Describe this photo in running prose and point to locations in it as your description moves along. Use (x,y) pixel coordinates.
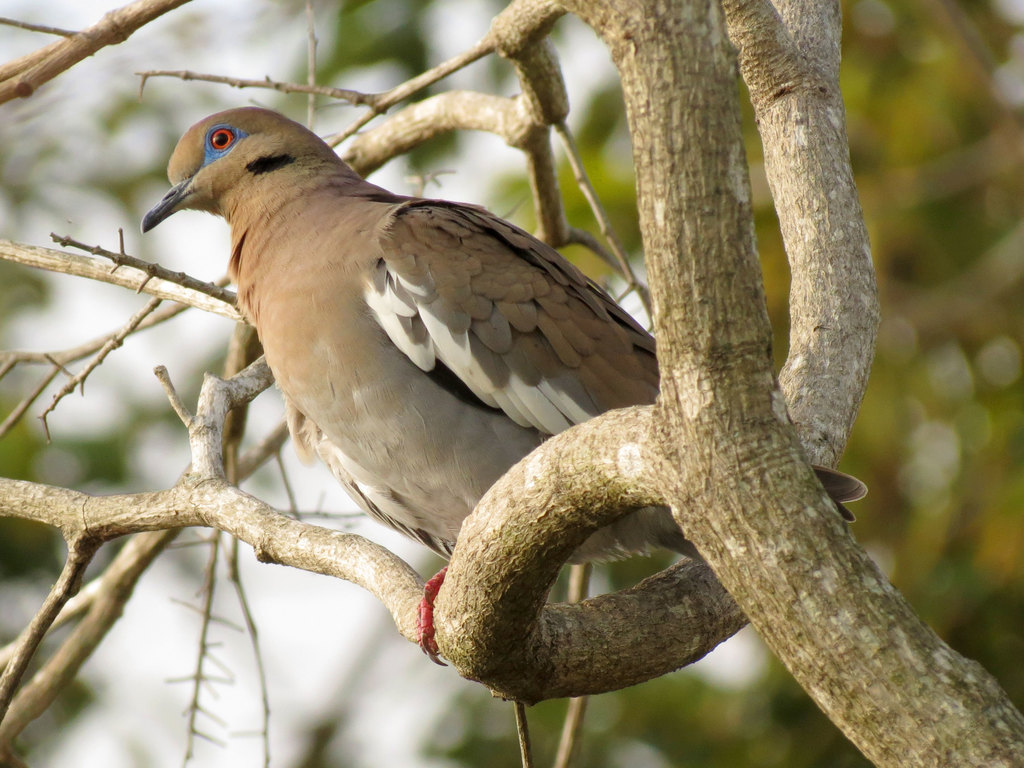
In this image we can see a bird (383,406) on a branch (557,480) of a tree (722,470). In the background (216,730) it is blur.
